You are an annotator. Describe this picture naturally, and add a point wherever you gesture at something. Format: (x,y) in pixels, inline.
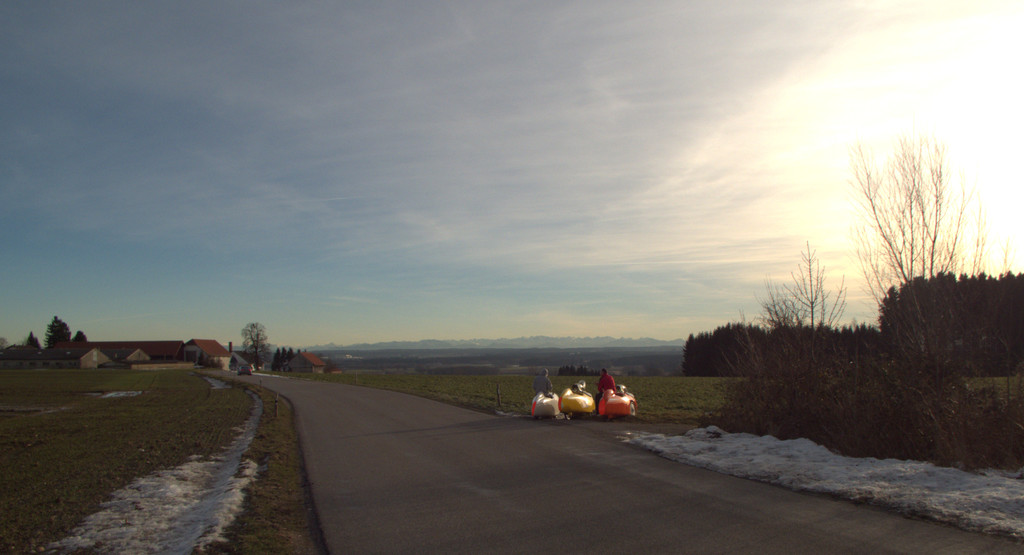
In this image i can see a few objects (552,401) beside the road (407,469), there is a snow (177,504) and the grass (107,436), near that i can see the houses (111,354) and trees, behind that there are a few hills (414,352), at the top (592,163) i can see the sky (617,206).
